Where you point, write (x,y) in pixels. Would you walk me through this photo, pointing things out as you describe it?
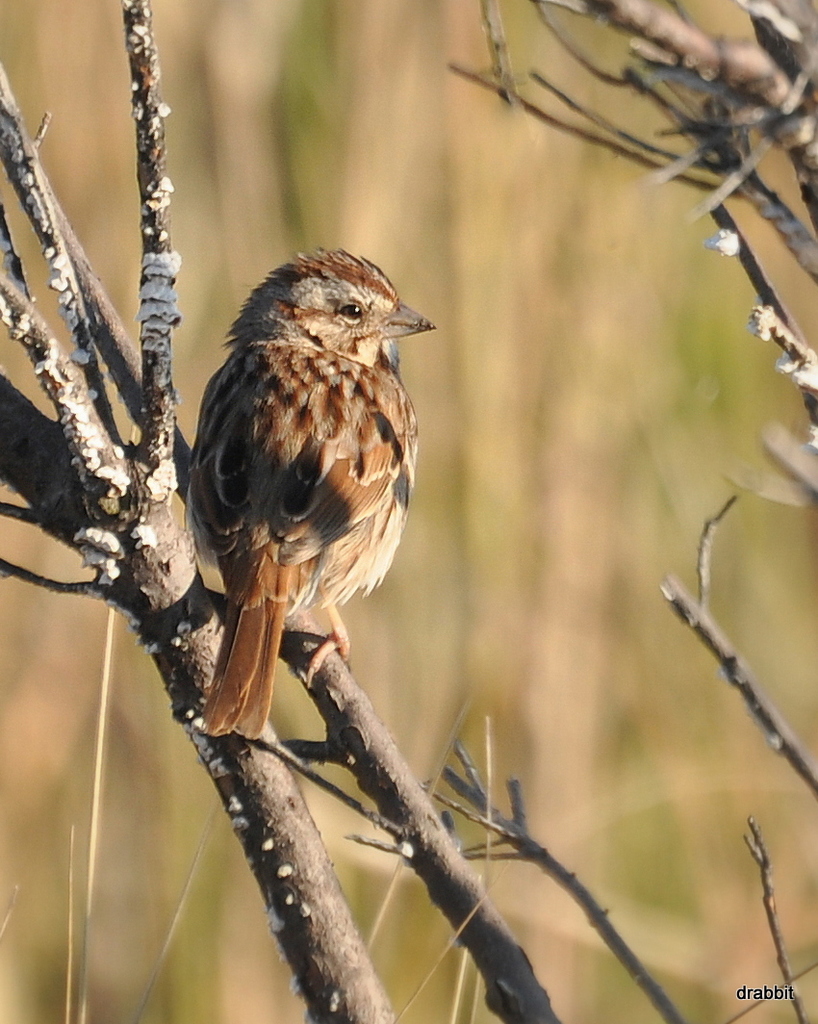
A bird (294,455) is sitting on a tree branch (302,931). The background (20,624) is blurred.
